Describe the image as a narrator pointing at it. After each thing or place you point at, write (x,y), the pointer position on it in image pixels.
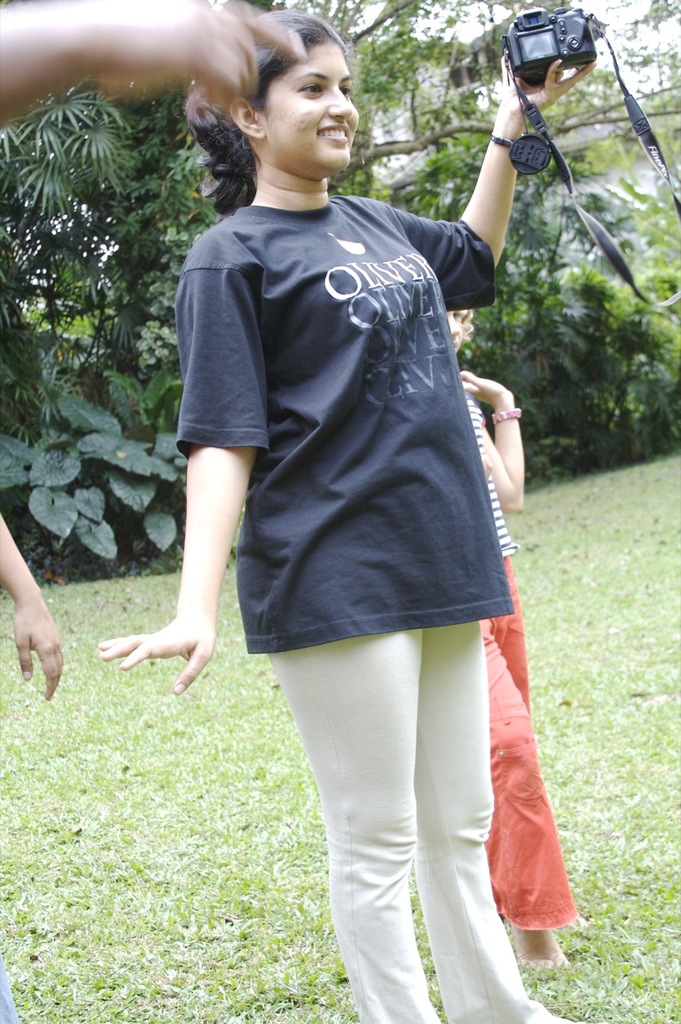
In this image we can see a woman (494,237) is standing and smiling, and holding the camera (535,44) in her hands (508,91), and at back (497,471) a person (501,479) is standing on the grass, and at back (168,178) here are the trees (99,206).
